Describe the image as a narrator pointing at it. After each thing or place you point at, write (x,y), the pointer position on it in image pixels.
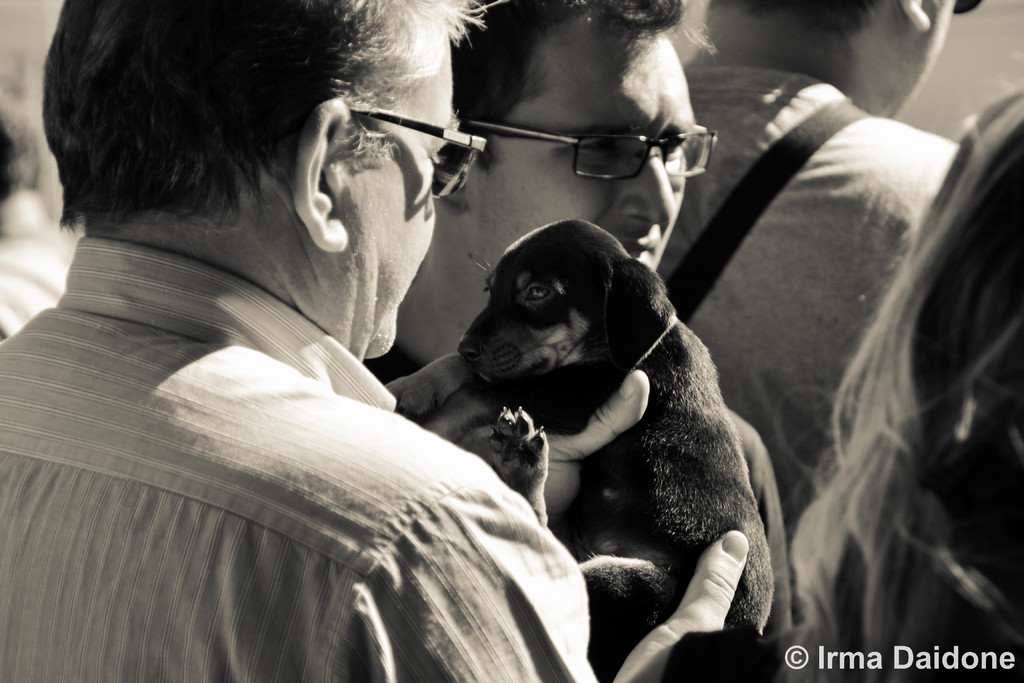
In this image there are four persons (610,211) at the left side of the image (257,215) there is a man (434,446) who is catching a puppy (643,466) in his hand (616,415) and at the right side of the image (798,252) there is a man (811,187) who is carrying a bag (767,192) and at the middle of the image (667,236) there is a man (558,64) who is wearing spectacles (623,160) looking towards down.
